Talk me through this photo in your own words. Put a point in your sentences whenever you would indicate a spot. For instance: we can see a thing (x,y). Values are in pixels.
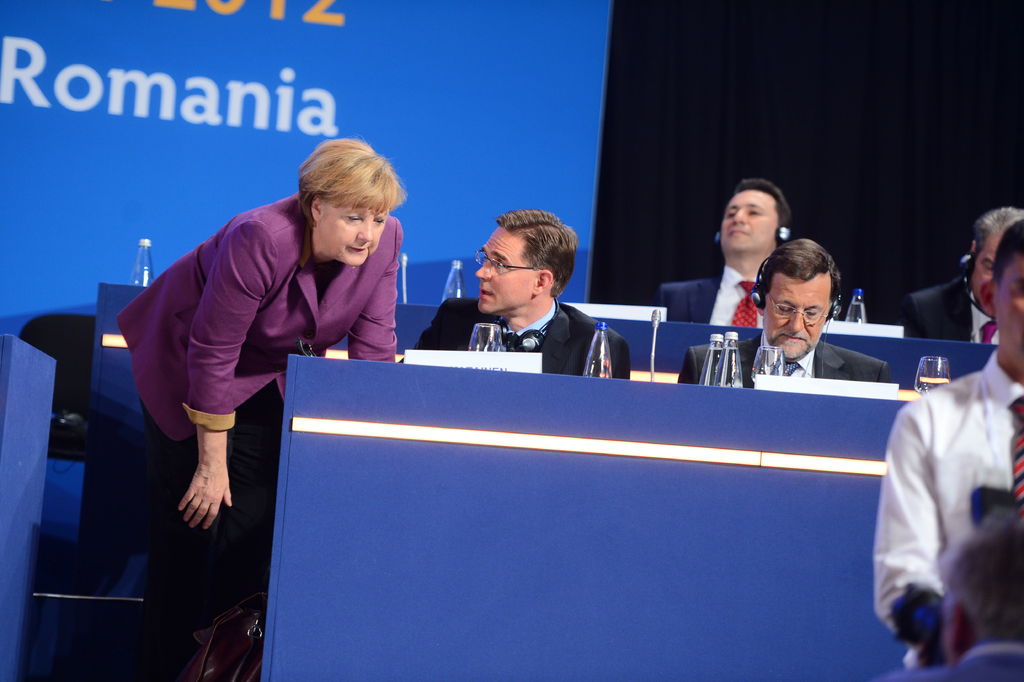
In this image, we can see a few people (942,508). We can see some desks (583,402) with objects (621,318) like bottles (707,376), glasses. We can also see a chair (76,327). We can see a poster (289,45) with some text (273,128). We can see the black colored cloth (854,113).
